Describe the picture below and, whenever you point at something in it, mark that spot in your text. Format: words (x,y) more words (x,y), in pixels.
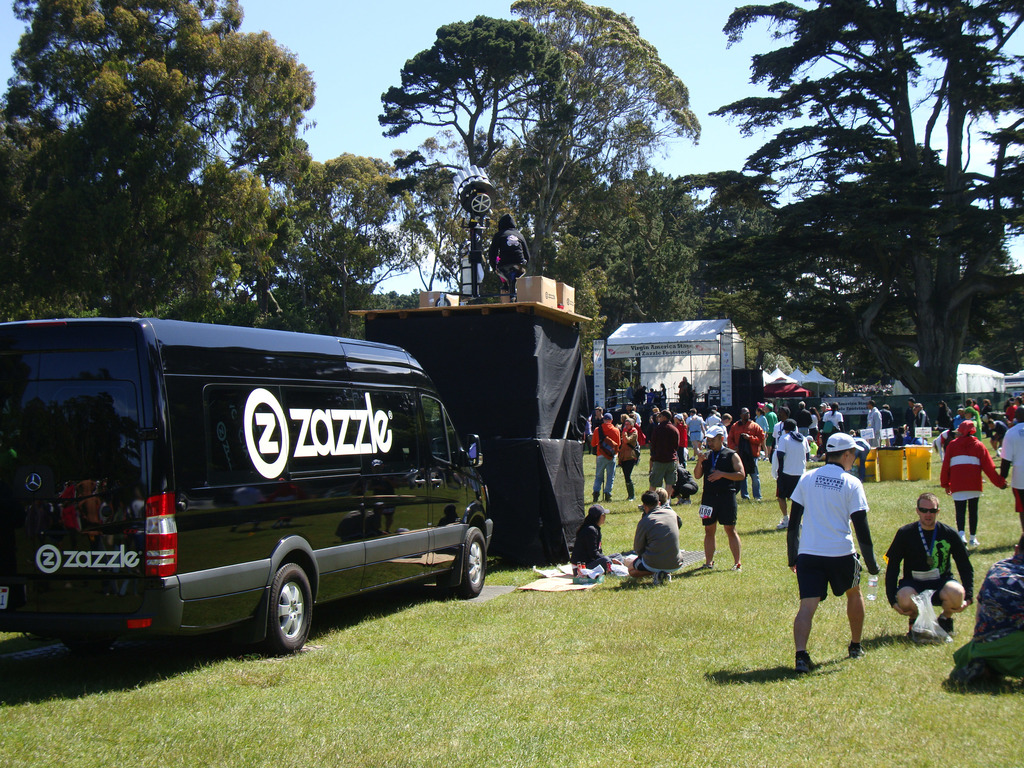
In this picture there are group of people (759,429), few people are standing, few people (966,496) are walking, few people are sitting and few people (941,539) are squatting. On the right side of the image (807,389) there are tents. On the left side of the image (319,375) there is a person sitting on the roof (550,308) and there are boxes (530,299) and there is a vehicle (377,386). At the back (388,246) there are trees (457,49). At the top (397,62) there is sky (397,62). At the bottom (649,677) there is grass (655,682).
